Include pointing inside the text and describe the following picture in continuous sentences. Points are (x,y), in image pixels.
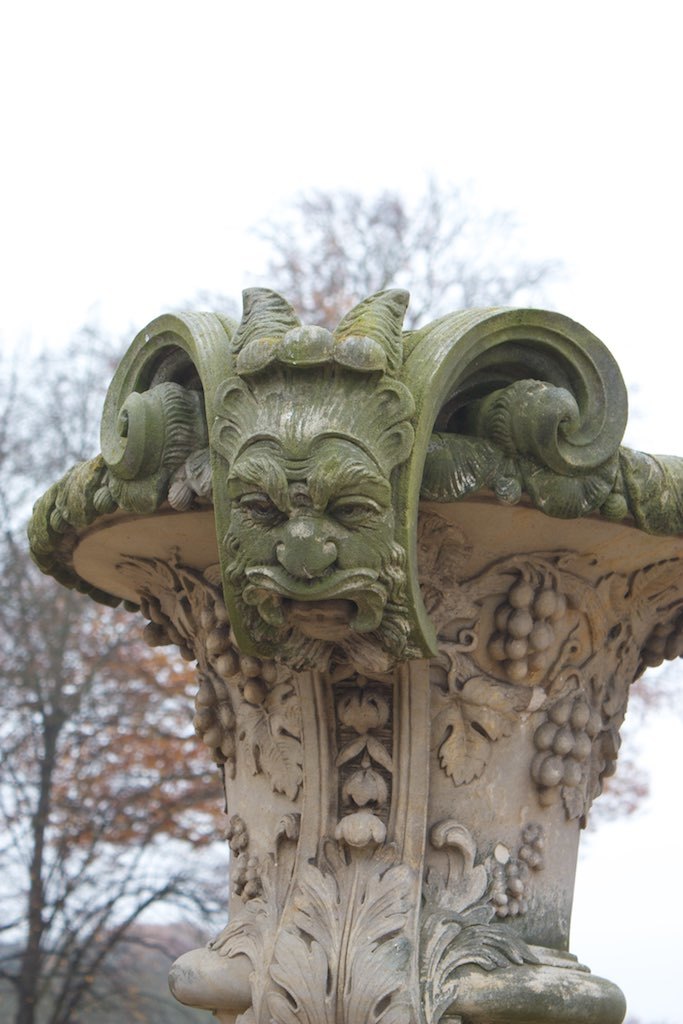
This is the picture of carved stone (392,697). In the background (81,834), there are trees (140,840). At the top of the picture (301,232), we see the sky (358,60).
